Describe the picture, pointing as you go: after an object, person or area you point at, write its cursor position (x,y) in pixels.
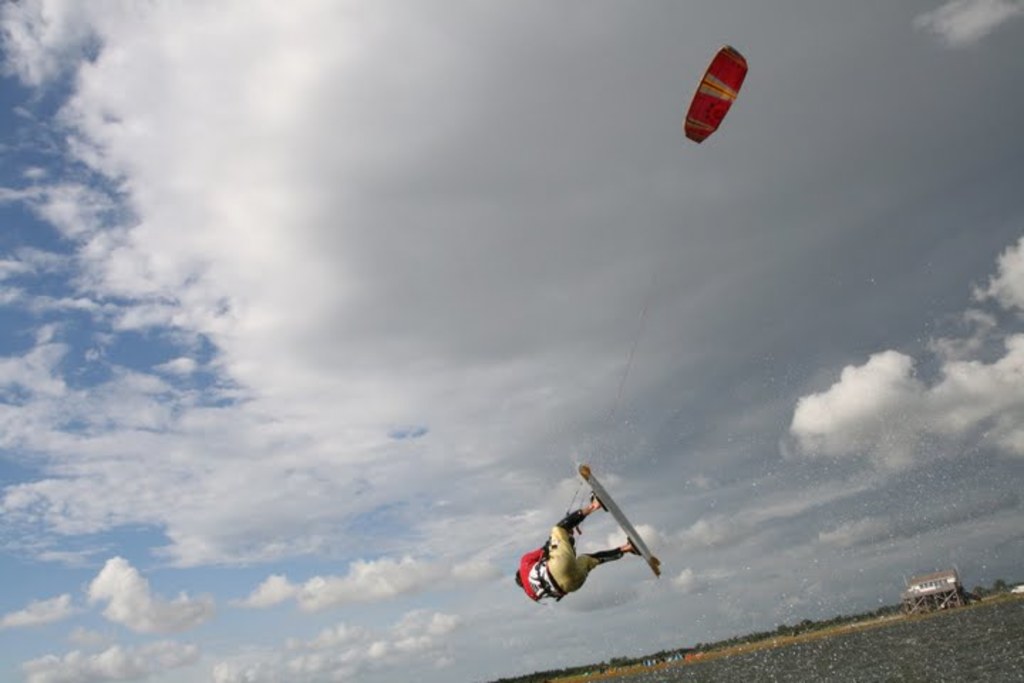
In this image there is the sky (466,244) truncated towards the top of the image (380,201), there are clouds (511,253) in the sky (510,237), there is a building (909,583), there are trees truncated towards the bottom of the image (818,624), there is water (891,653) truncated towards the bottom of the image (897,664), there is a person (576,555) wearing a kiteboard (589,476), there is a kite (708,92).
